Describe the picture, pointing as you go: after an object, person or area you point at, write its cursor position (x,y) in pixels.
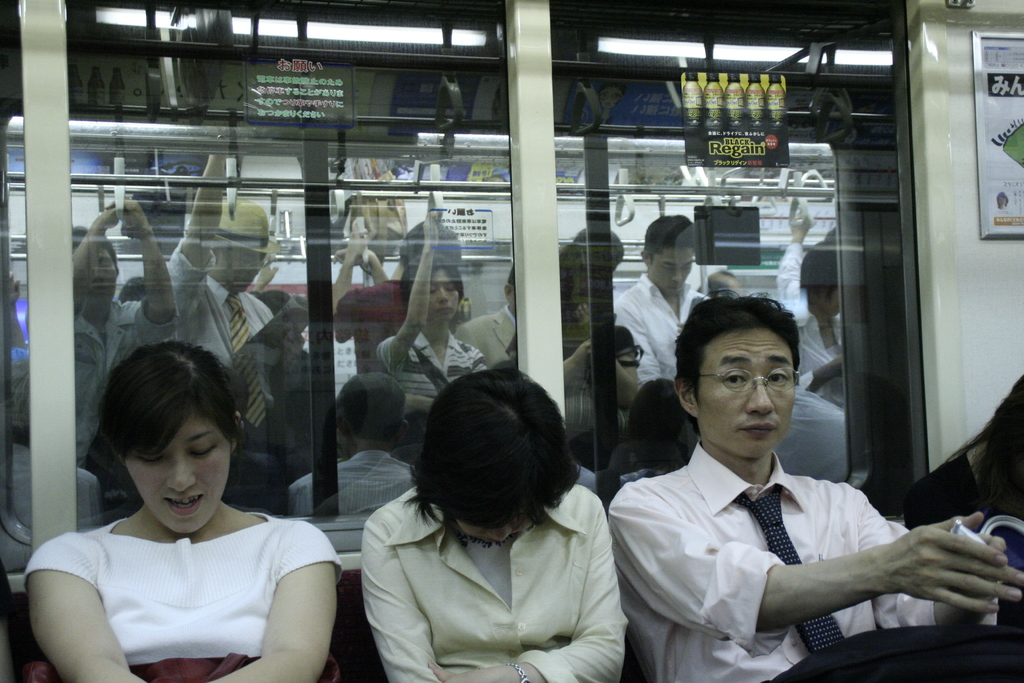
This picture may be taken inside of vehicle (32,378), at the bottom (417,537) there are three persons (748,386) visible, behind them there is a glass window (14,276), on which I can see reflections (95,313) of people (424,235), which are holding hangers (116,190), poles (255,193) visible, text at the top (267,115).
